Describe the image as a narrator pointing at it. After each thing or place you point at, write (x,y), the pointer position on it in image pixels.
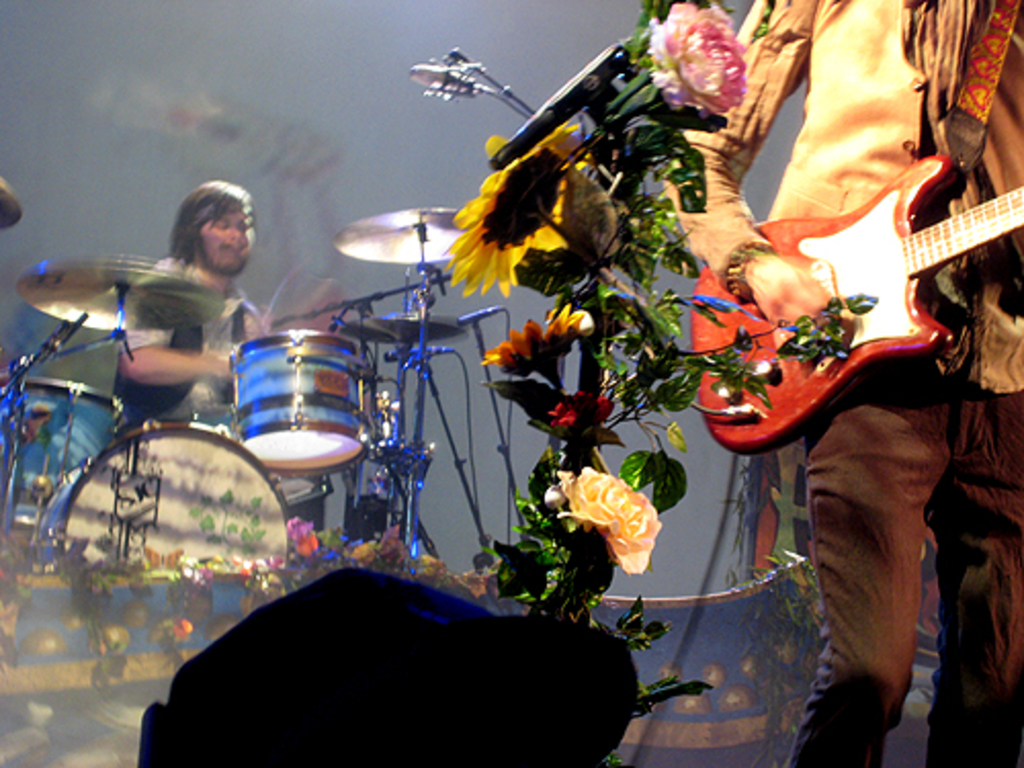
In this image I see 2 person (1003,112) in which one of them is holding the guitar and I see the drums (7,186) over here. I can also see a plant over here.
